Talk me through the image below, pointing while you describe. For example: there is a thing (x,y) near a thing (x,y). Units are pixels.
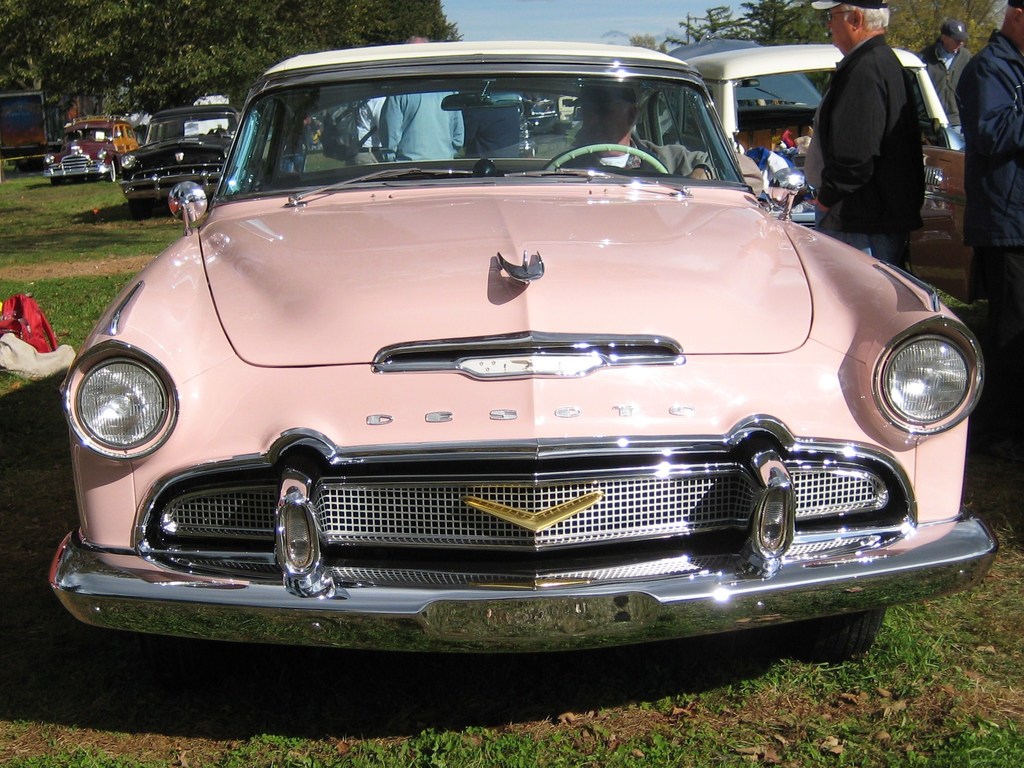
Here in the front (292,199) we can see a car (367,642) and there is a man (687,160) sitting inside the car (580,133) and beside it there are couple of people (828,110) Standing and behind the car (591,163) there are also several cars (180,122), there are trees (115,19) everywhere.
